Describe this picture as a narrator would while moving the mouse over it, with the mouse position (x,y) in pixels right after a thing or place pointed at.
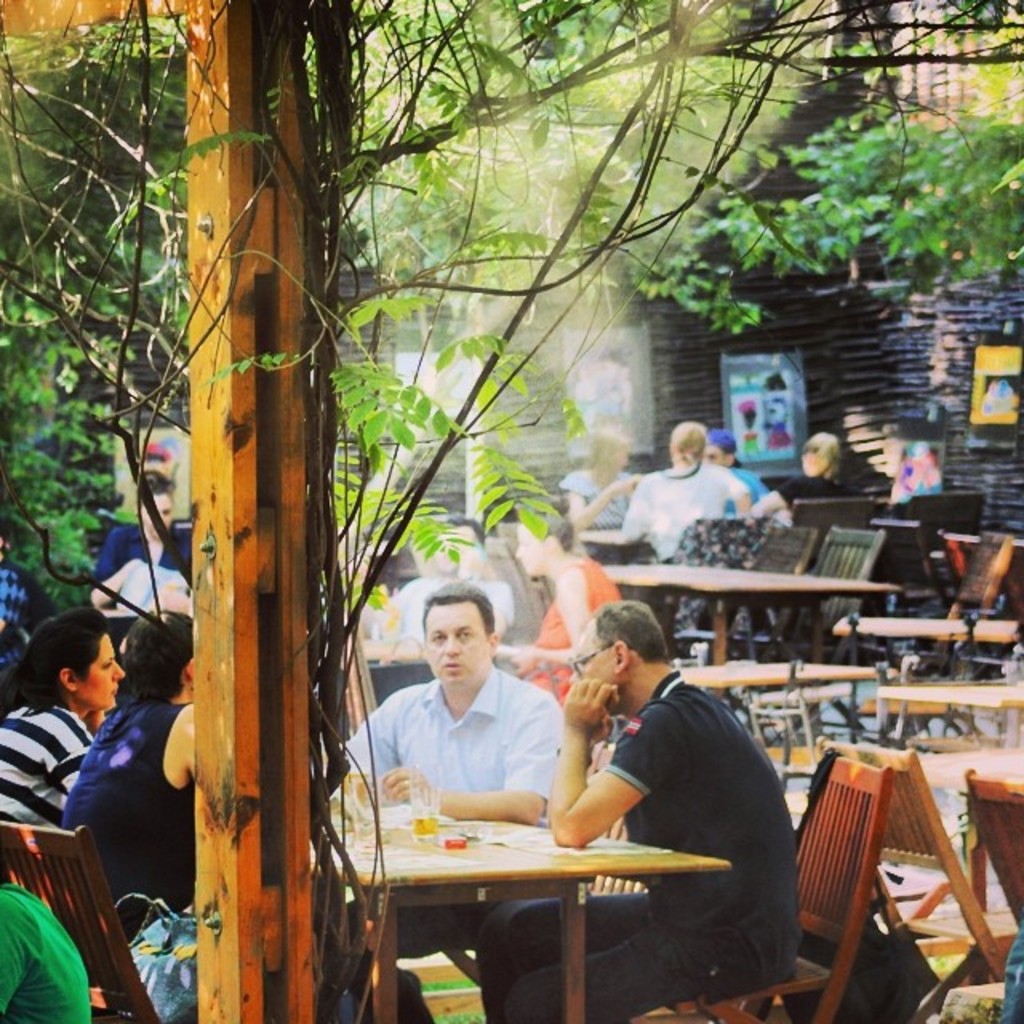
In the background (47,343) I can see trees (93,292). Here is a man (454,752) wearing blue shirt (519,764). Here is another person (732,799) wearing black t-shirt (722,747) and there are two women (78,782) sitting on the chairs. Here I can see a table (477,874) and glass (423,822) on it. In the background (727,488) there are four people (674,512), one person (719,451) is wearing blue cap (721,441). And here is a wall (891,344), there is some posters (761,401) to this wall (818,377). And here it is a blue bag (177,926) beside the woman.
